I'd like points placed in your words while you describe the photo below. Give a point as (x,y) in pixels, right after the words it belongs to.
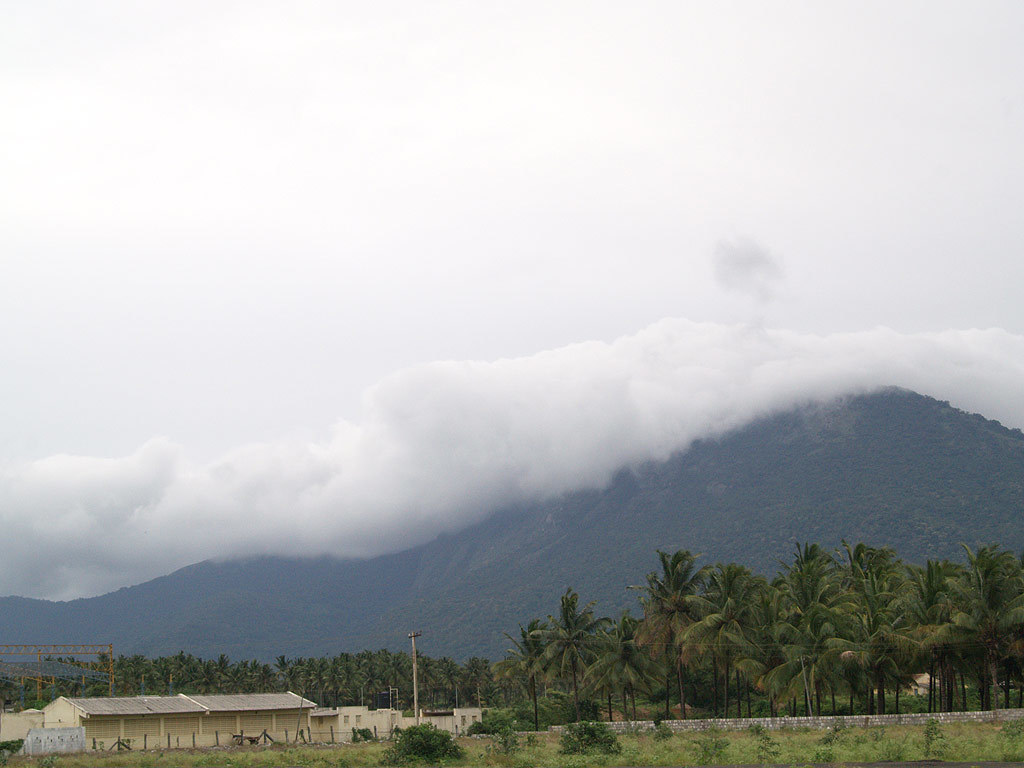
These are the trees (659,662). This looks like a pole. At the bottom of the image (285,708), I can see the houses (312,727) and plants (564,759). These are the mountains (421,577). I can see the clouds (499,403) in the sky (528,356).
